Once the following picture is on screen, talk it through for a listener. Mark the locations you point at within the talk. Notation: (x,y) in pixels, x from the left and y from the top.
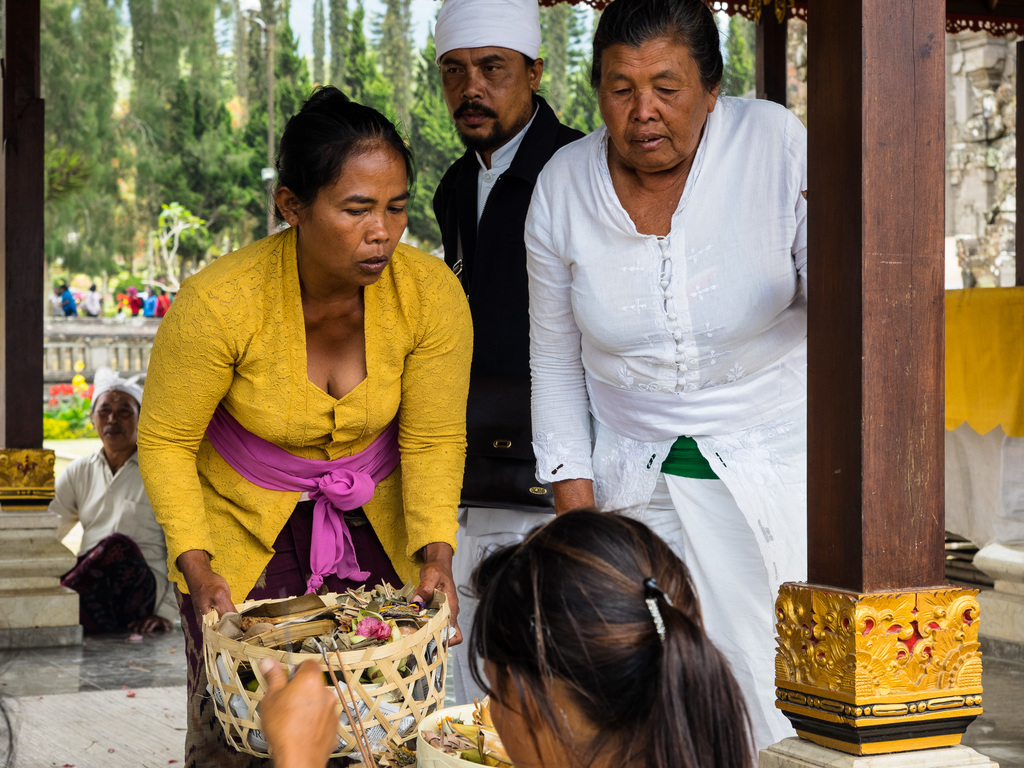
In this image we can see few persons (218,581) and among them a person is holding an object (364,654). There are few wooden pillars (820,262) in the foreground (895,554). Behind the persons (328,200) we can see a group of trees (93,182), persons (61,300) and a wall (106,326). On the right side (965,203), we can see a wall (998,163).
